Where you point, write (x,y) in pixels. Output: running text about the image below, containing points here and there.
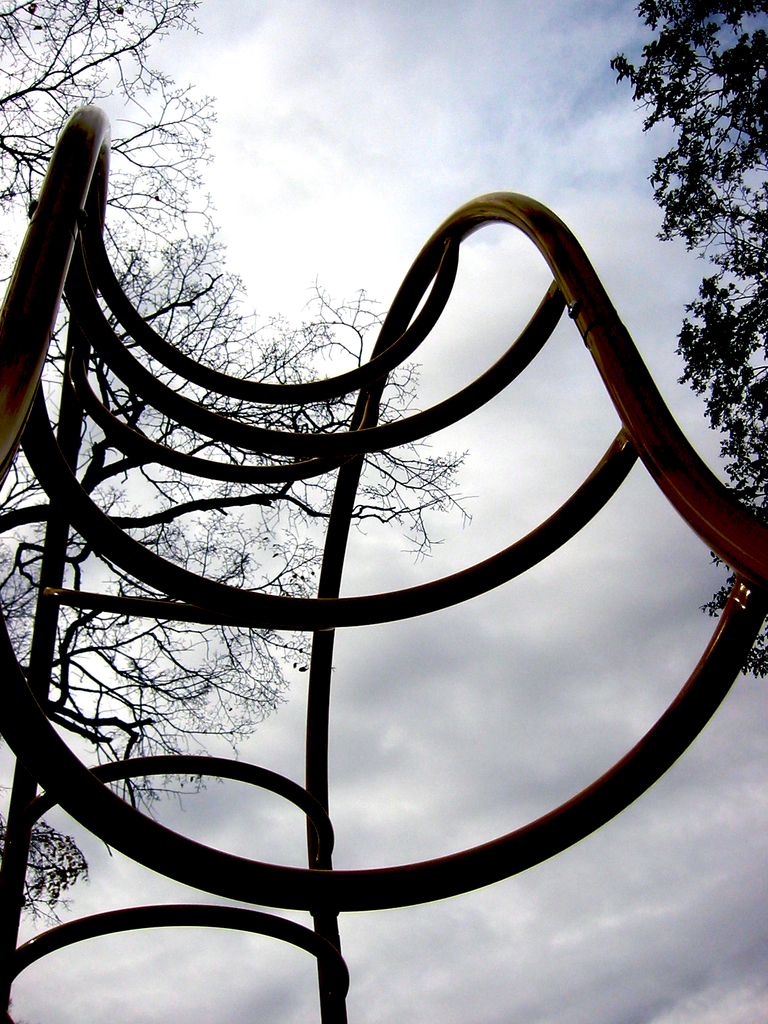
In this image, in the middle (383,615) there are metal rods (321,597). In the background (218,458) there are trees (690,97), sky (377,214) and clouds (377,214).
